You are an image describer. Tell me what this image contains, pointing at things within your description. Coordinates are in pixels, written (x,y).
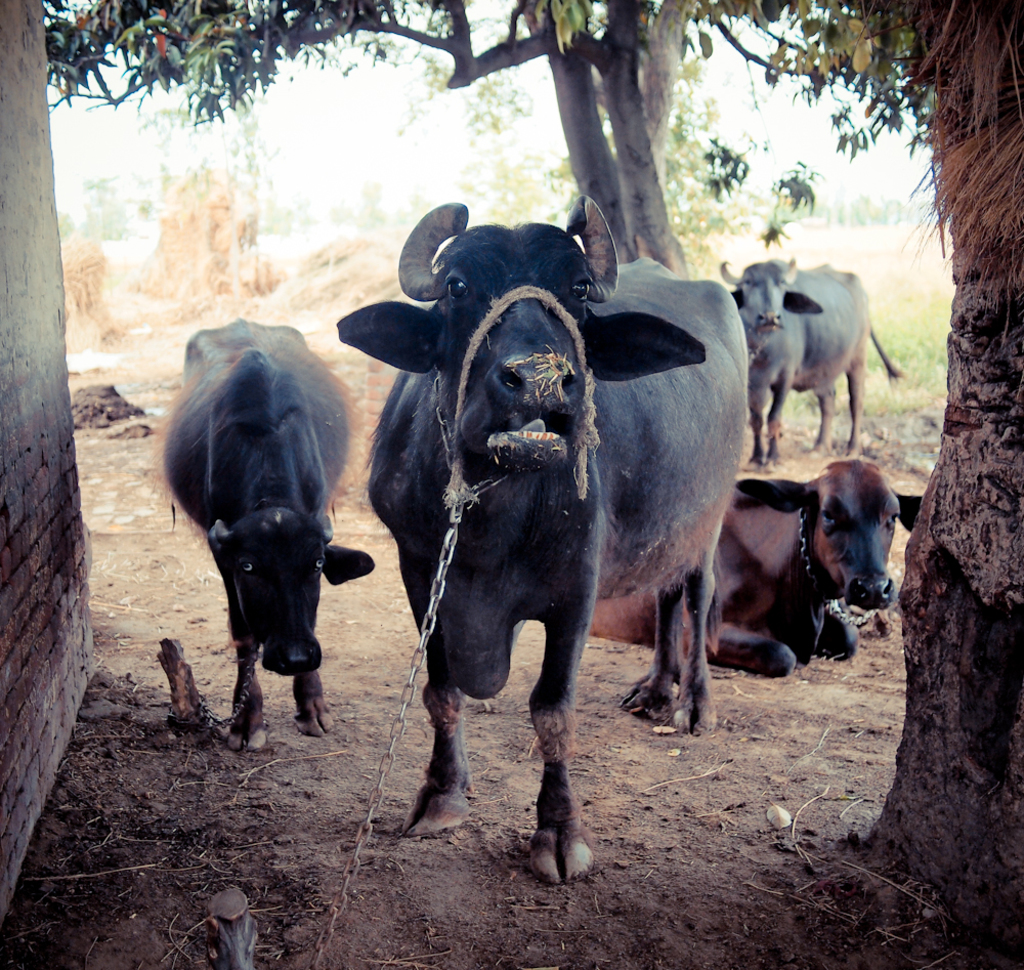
In this image we can see some buffaloes (566,583) tied with a chain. We can also see a wall (80,587), a bark (974,618) of a tree (987,616) and dried grass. On the backside (695,125) we can see a tree (631,175).
